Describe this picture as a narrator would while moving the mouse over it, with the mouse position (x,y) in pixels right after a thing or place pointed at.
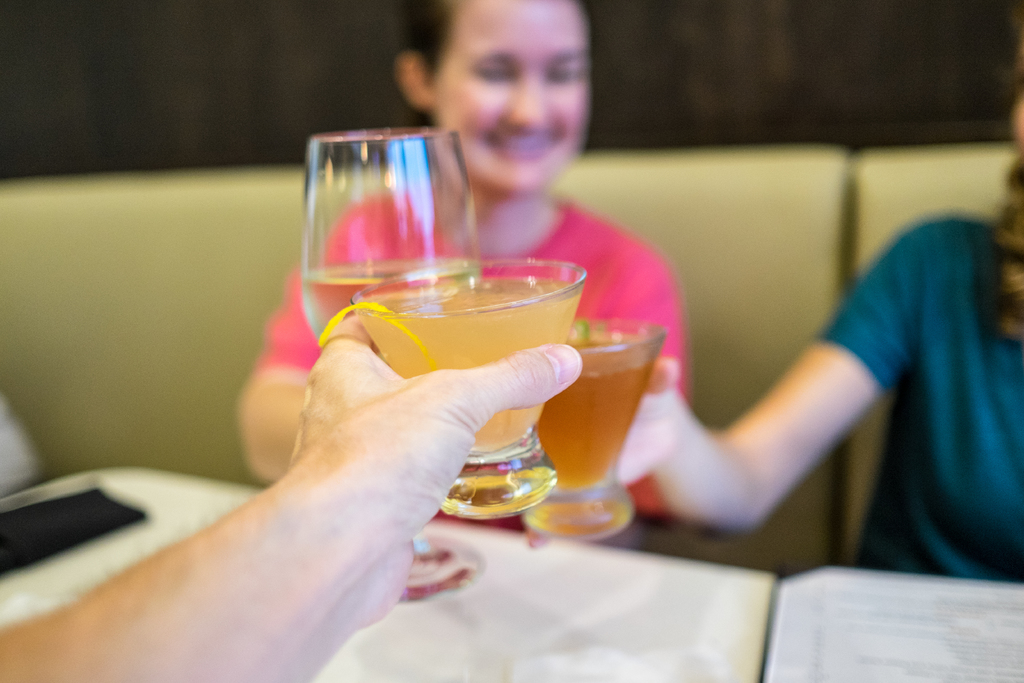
In this picture we can see people (786,384) sitting in a couch (287,254), in front (524,665) we can see the table (537,652), they are holding glasses (447,346).
